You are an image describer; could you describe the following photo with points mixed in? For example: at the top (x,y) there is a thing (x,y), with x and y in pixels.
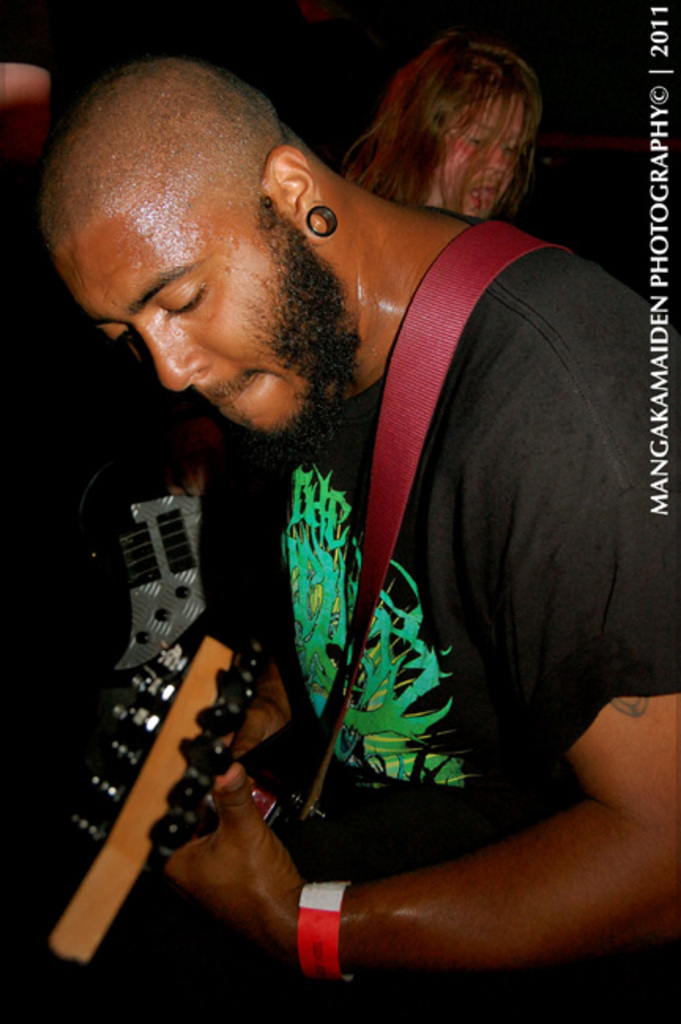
In this image there is a man (445,668) playing a guitar (221,765), in the background (470,85) a person (460,163) is standing, in the top right (664,52) some text (649,188) is written.
